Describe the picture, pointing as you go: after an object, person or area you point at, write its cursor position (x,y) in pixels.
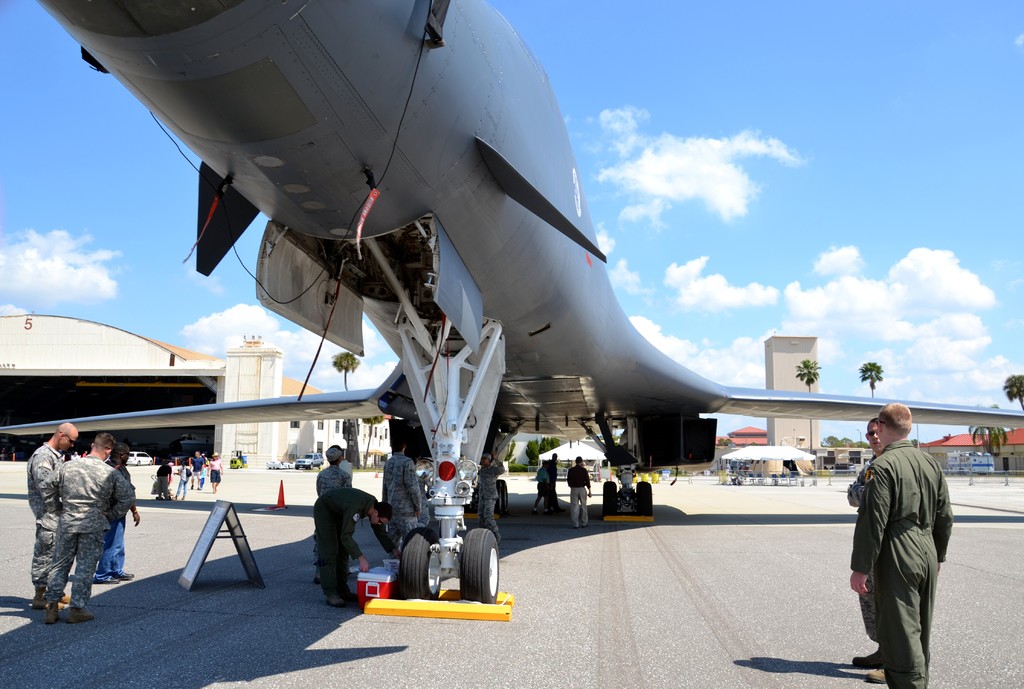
In this picture we can see an aircraft (565,251) on the path (178,583). There is a box (370,582), board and a traffic cone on the path (242,599). Few people (550,475) are visible on the path (655,543). We can see a tent (731,454). There are a few vehicles (283,463) on the left side (297,463). Sky (164,305) is blue in color and cloudy.
